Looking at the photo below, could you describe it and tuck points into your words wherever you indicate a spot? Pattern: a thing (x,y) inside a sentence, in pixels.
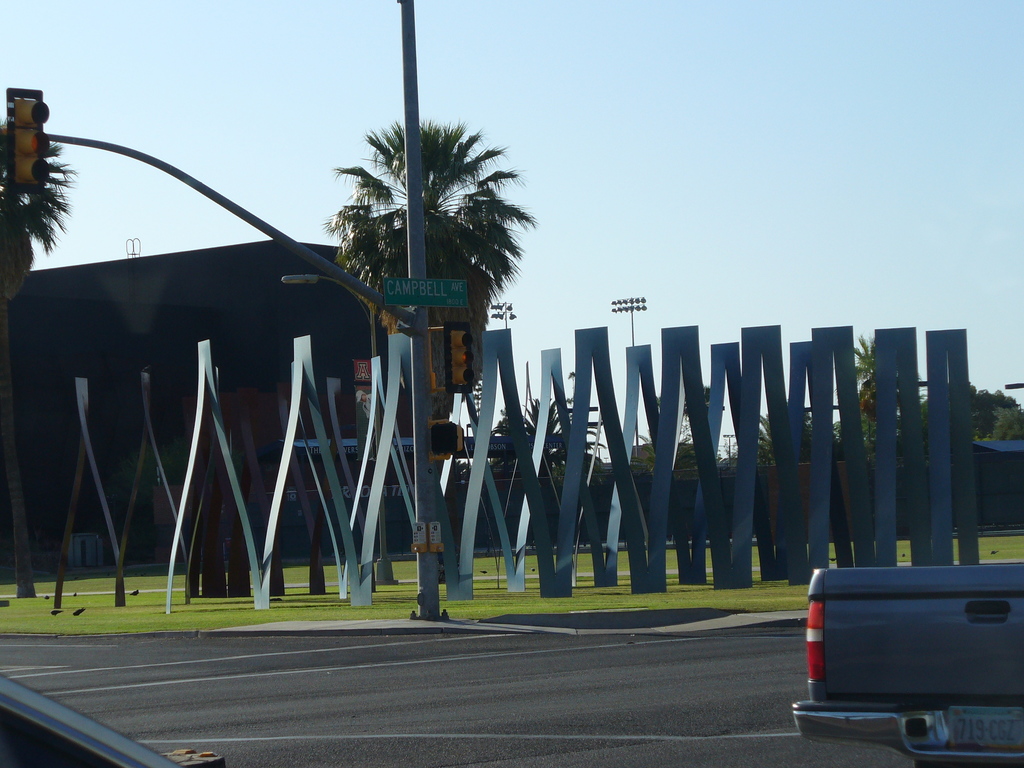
This image is clicked on the road (571,689). Beside the road (569,673) there are street light poles (366,299) and traffic signal poles (25,141). There is a board (423,288) with text (410,289) on the pole (414,329). Behind the pole (432,470) there are metal rods (574,488) and grass (533,590) on the ground (236,603). In the background (289,295) there are buildings (238,289), trees (496,232) and light poles (633,316). At the top (571,57) there is the sky (506,66). In the bottom right (912,666) there is a car boot (867,670).
